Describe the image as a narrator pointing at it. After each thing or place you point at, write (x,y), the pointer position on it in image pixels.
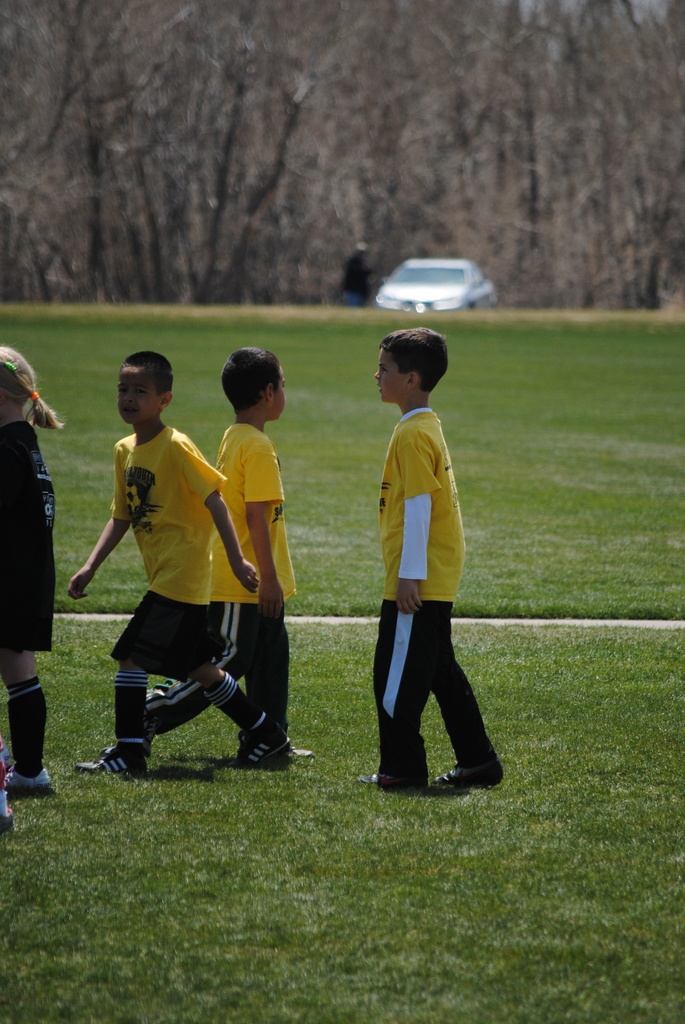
There are two boys (269,532) and a girl (43,608) standing. This boy (272,548) is walking. This is the grass (512,476). I can see a car (423,282), which is parked. In the background (359,296), I can see a person (358,268) standing beside the car (428,289). These are the trees (284,147).
